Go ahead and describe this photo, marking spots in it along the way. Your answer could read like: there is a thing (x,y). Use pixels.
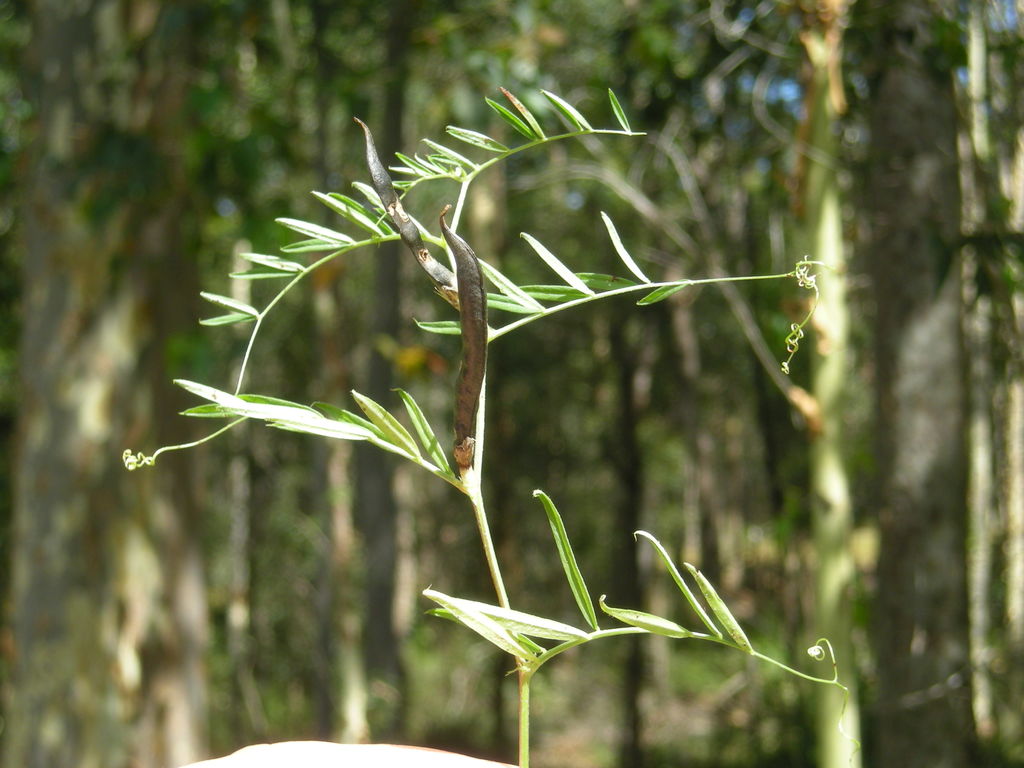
In this image there is a plant (497,559), in the background (495,525) it is blurred.
